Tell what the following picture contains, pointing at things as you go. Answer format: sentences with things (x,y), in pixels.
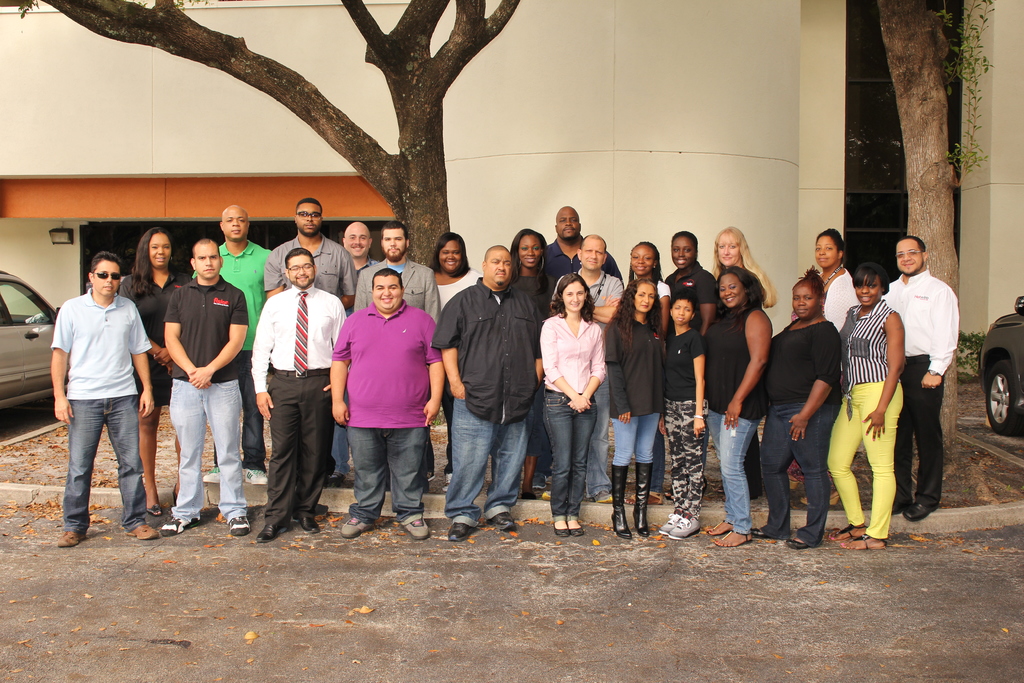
In the image there are many women (174,277) and men (505,366) standing on the side of the road (5,661) in front of a tree (437,153) and behind it there is a building (596,109) with a car (48,339) on the left side (11,351).
